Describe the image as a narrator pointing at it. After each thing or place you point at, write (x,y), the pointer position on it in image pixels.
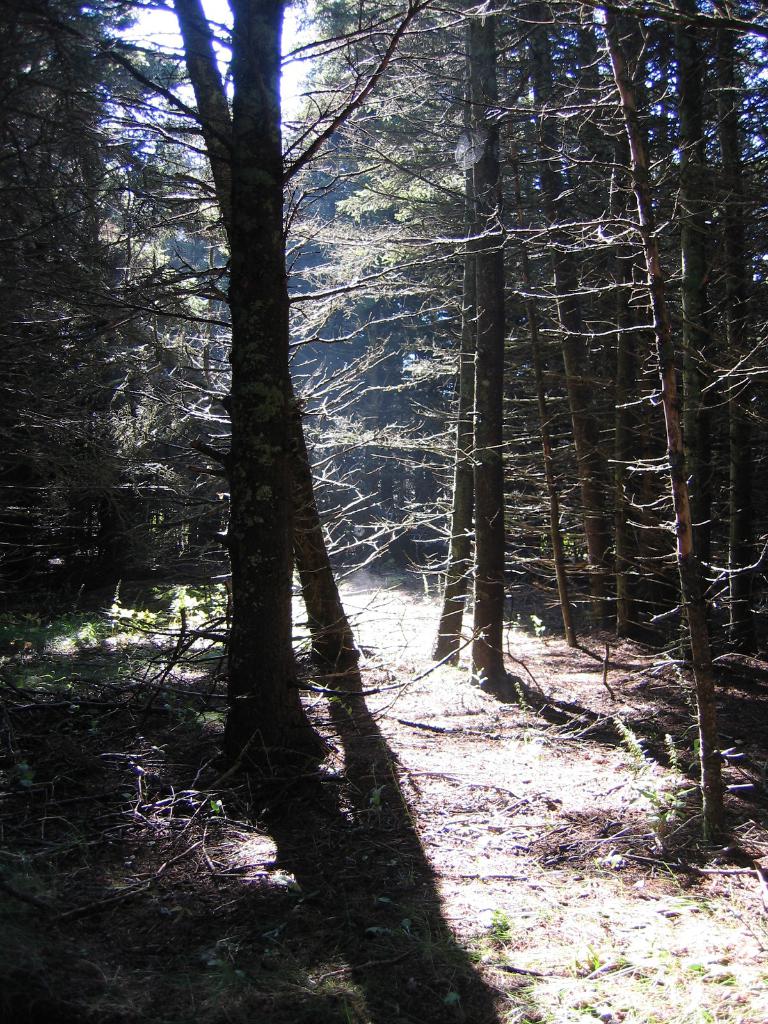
In this picture we can see trees (383,417) and on the path (376,771) there are branches (147,826). Behind the trees (270,167) there is the sky (296,84).
